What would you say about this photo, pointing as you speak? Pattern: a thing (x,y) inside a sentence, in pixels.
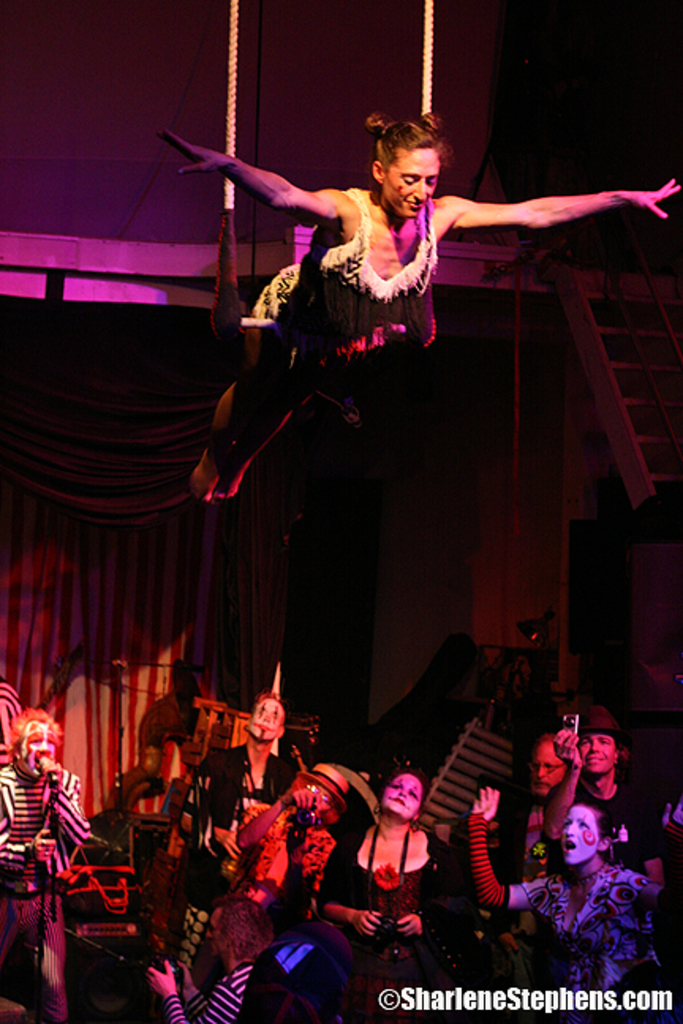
In this picture we can see women (332,331) in the air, down we can see few people (330,819).
